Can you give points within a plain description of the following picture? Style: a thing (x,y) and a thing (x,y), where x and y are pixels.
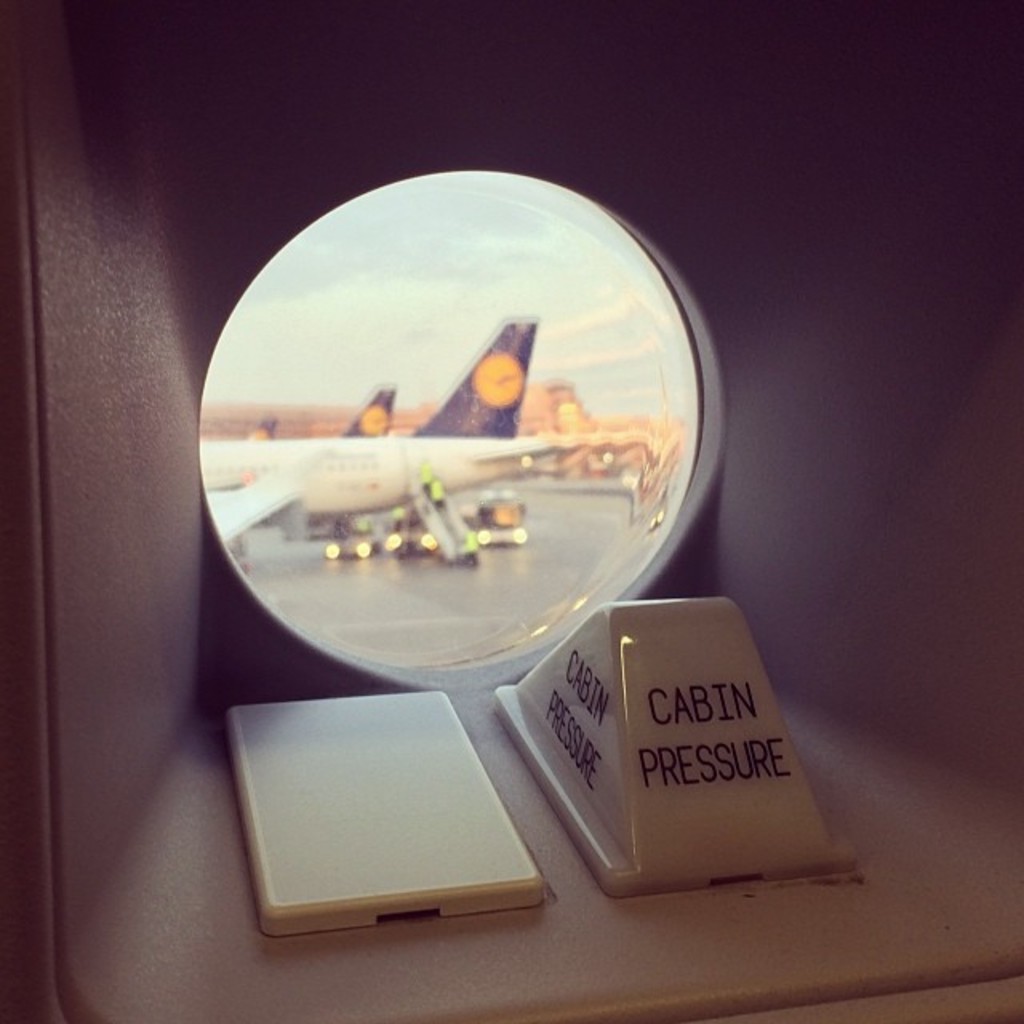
As we can see in the image there is a window (443,414). In window (296,433) there is white color plane (411,475).
